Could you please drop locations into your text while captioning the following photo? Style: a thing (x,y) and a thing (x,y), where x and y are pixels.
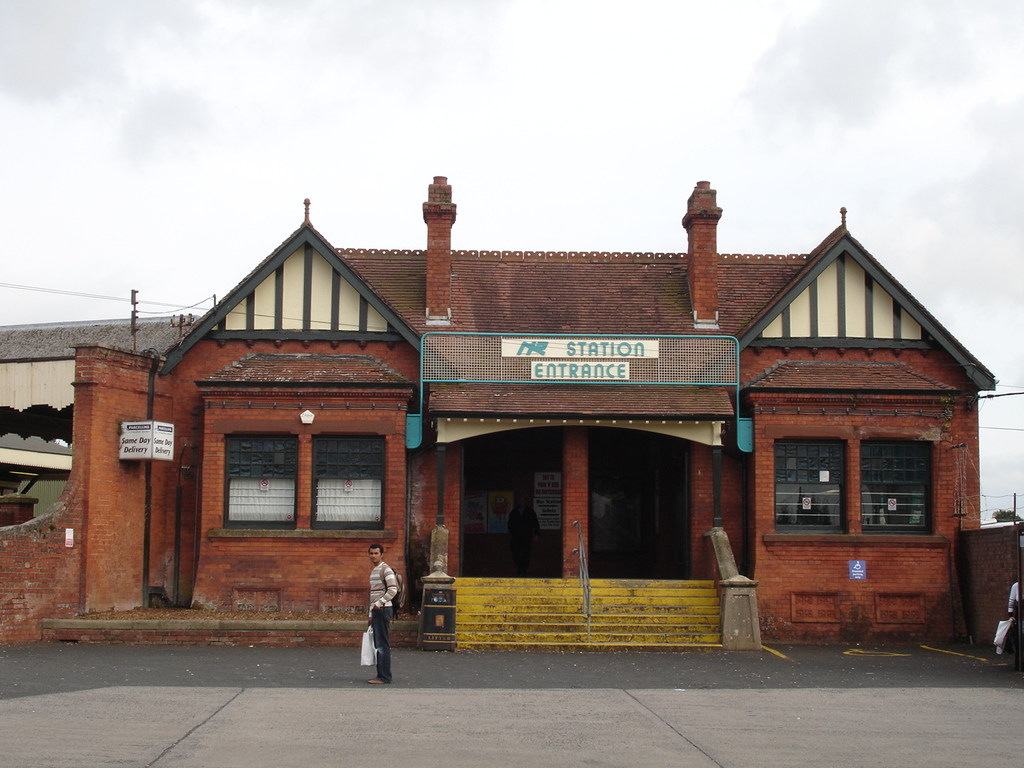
In the foreground (643,509) I can see a station entrance (748,594) and a person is standing on the road (577,725). In the background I can see the sky (492,177). This image is taken during a cloudy day near the platform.
